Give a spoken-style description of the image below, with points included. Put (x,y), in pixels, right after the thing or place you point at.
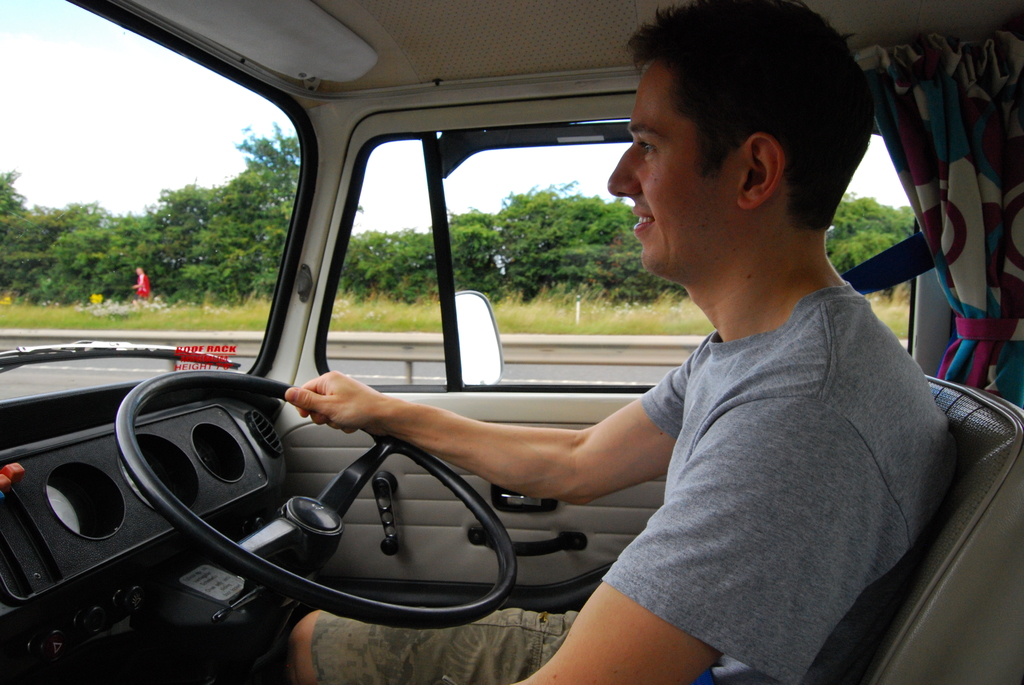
A person (632,549) is driving a vehicle (966,450). He is wearing a grey t shirt (922,416) and shorts (377,630). He is holding steering (447,619). There are curtains (971,257). A person (142,294) is standing at the back (141,288) wearing red dress (139,280) and there are trees (215,264).
